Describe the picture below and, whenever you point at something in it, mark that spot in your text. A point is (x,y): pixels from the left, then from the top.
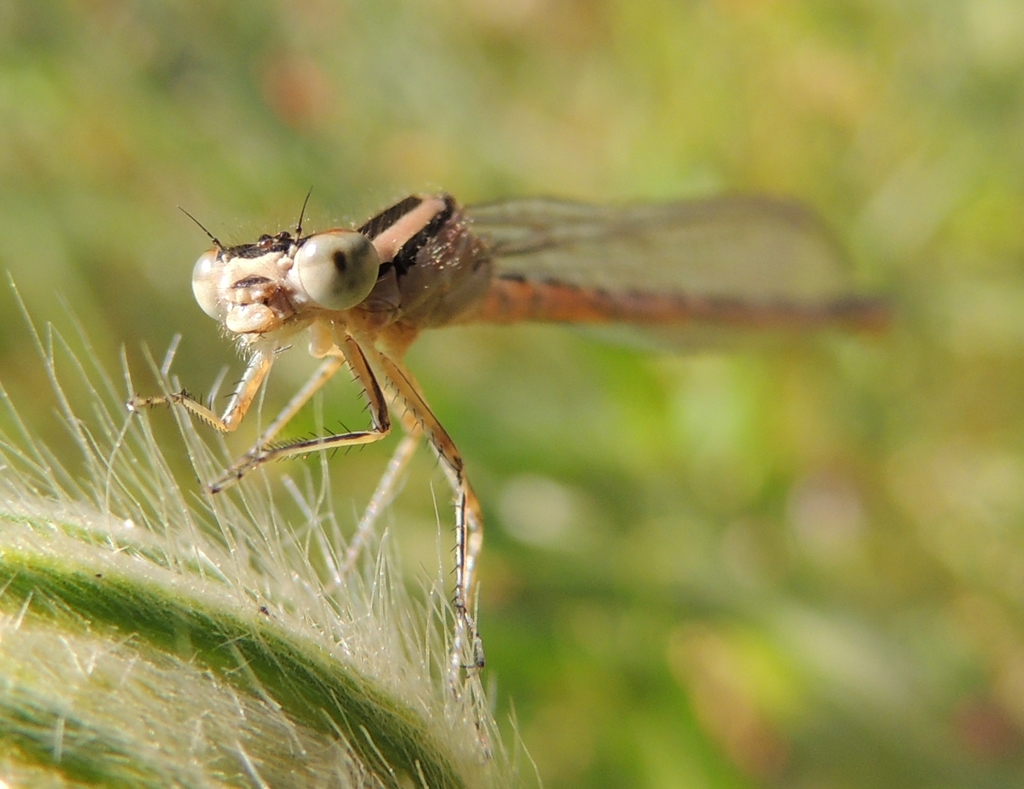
In this image we can see dragon fly (323,314) on an object (328,618). In the background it is blur.
